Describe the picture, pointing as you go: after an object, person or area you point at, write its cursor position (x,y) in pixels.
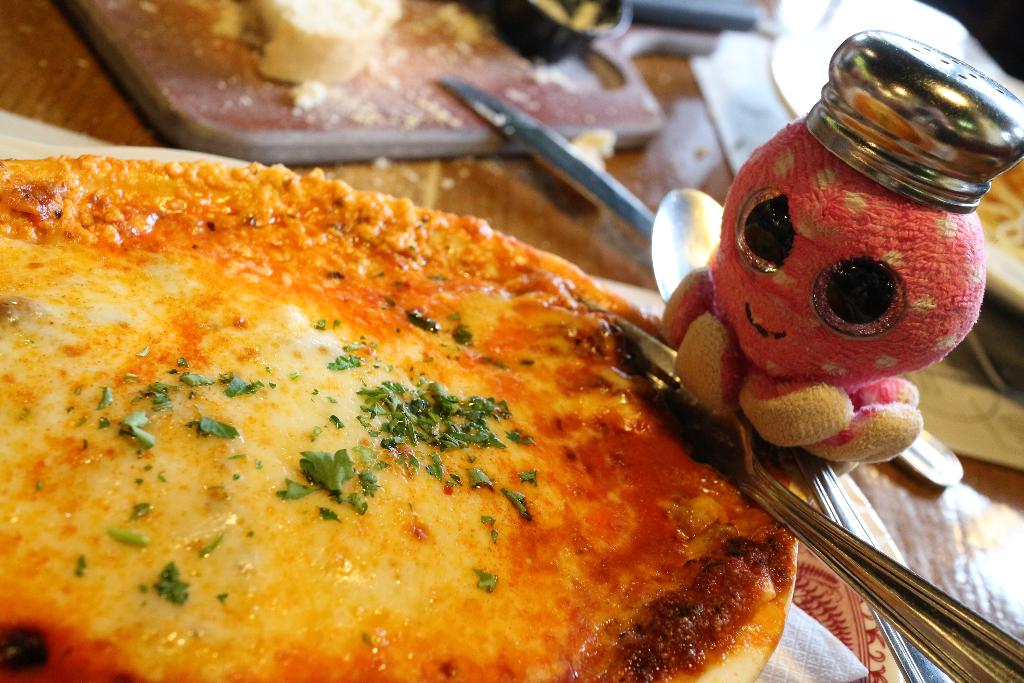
In this picture it looks like a pizza (378,390) with a spoon (695,409) and a toy octopus (791,319) beside it.
